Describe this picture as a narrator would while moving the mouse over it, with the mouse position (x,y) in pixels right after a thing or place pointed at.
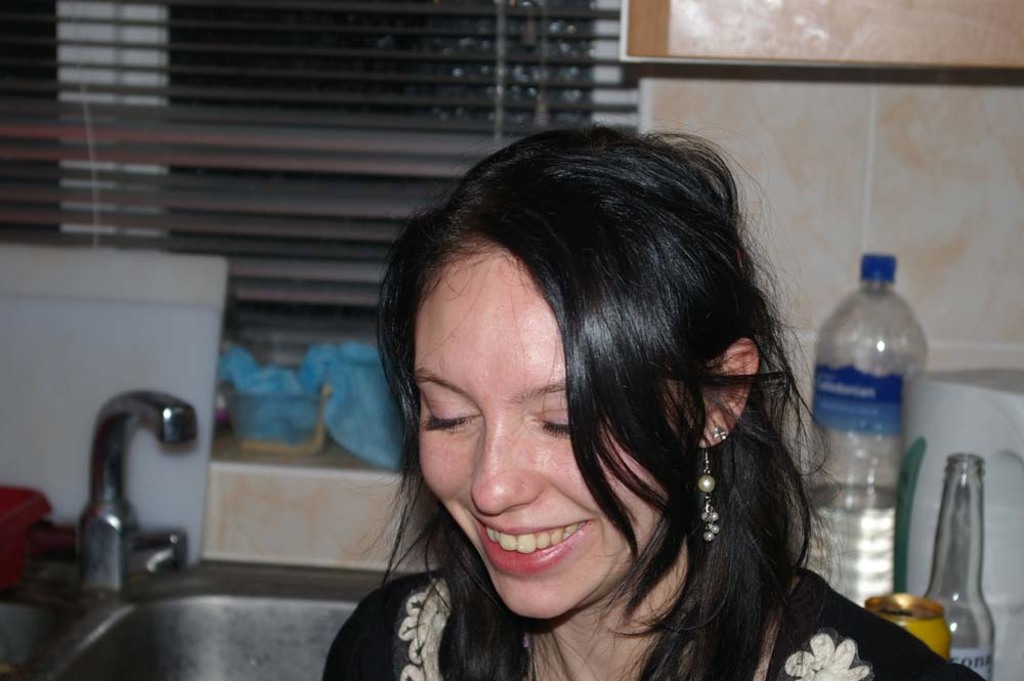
This is the picture of a woman (388,626) smiling and in the back ground (956,622) there is a bottle (889,519), tin (932,607), tap (110,581), wash basin (131,607) and some cover (252,364).
